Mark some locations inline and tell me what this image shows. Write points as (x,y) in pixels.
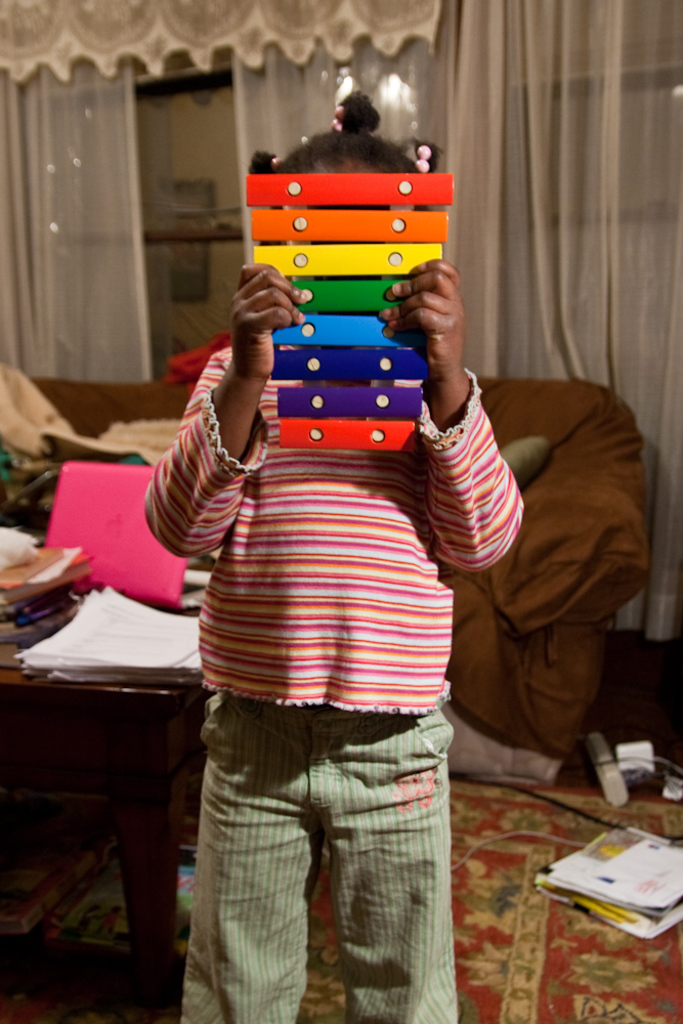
This is an inside view of a room (317,412). Here I can see a baby (270,707) wearing t-shirt (319,506), holding a toy (323,238) in the hands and standing. At the back of this baby (299,577) I can see a table (122,727) on which few books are placed. On the right side (622,885), I can see some more books (586,883) on the floor (574,924). In the background (541,515) there is a couch (541,515). At the back of it I can see white color curtains (485,126).
